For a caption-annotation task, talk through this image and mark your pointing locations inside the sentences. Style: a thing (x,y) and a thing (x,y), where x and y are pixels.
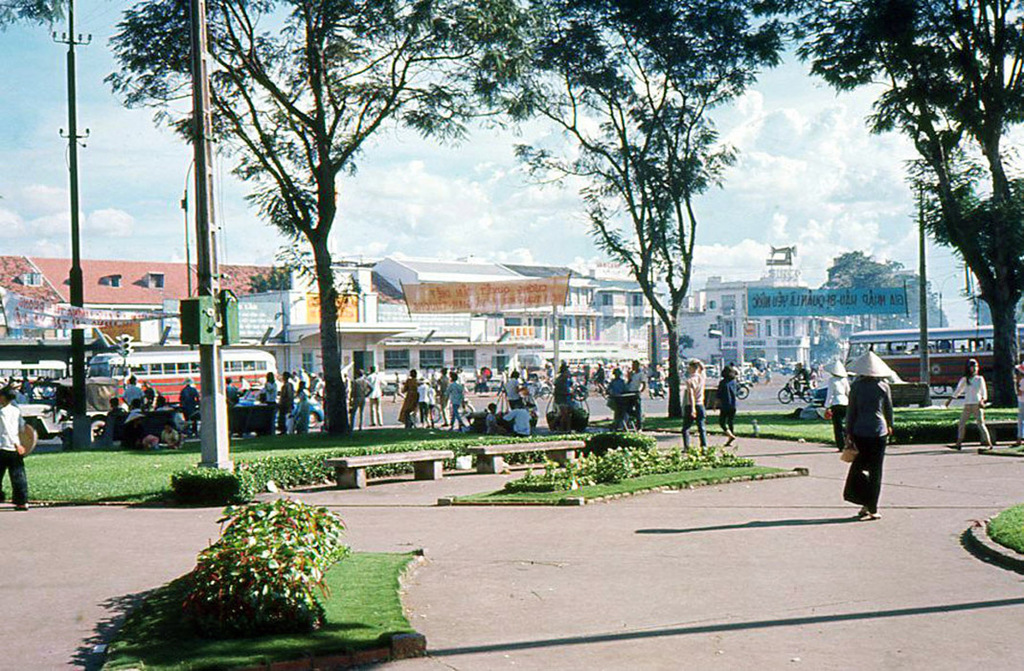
In the picture, there are many people (183,404) and around the people (414,374) they are some trees (686,284) and grass (131,455) and in the background (95,285) there are many buildings (531,329) and some vehicles (935,363) are moving in front of the buildings (244,342).
